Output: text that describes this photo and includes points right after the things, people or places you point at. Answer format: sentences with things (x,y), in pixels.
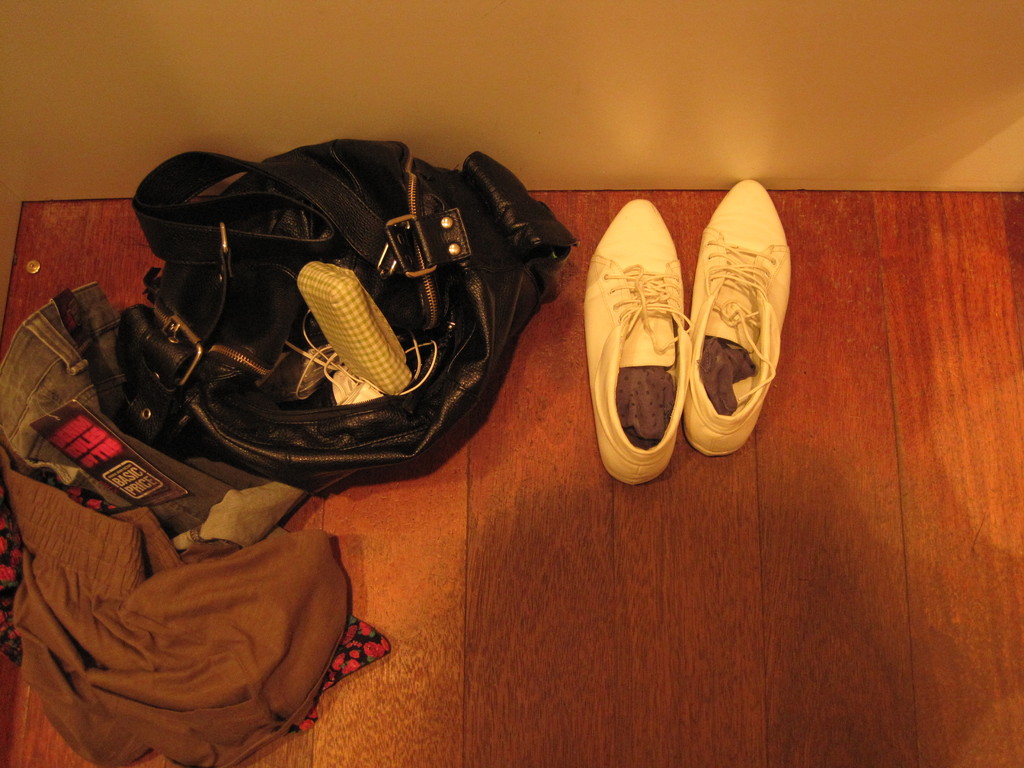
In this image, we can see the wooden surface (885,443) with some objects (766,385) like footwear (746,232), clothes (113,761), a bag (395,282) with some objects (343,326). We can also see the wall (543,52).
